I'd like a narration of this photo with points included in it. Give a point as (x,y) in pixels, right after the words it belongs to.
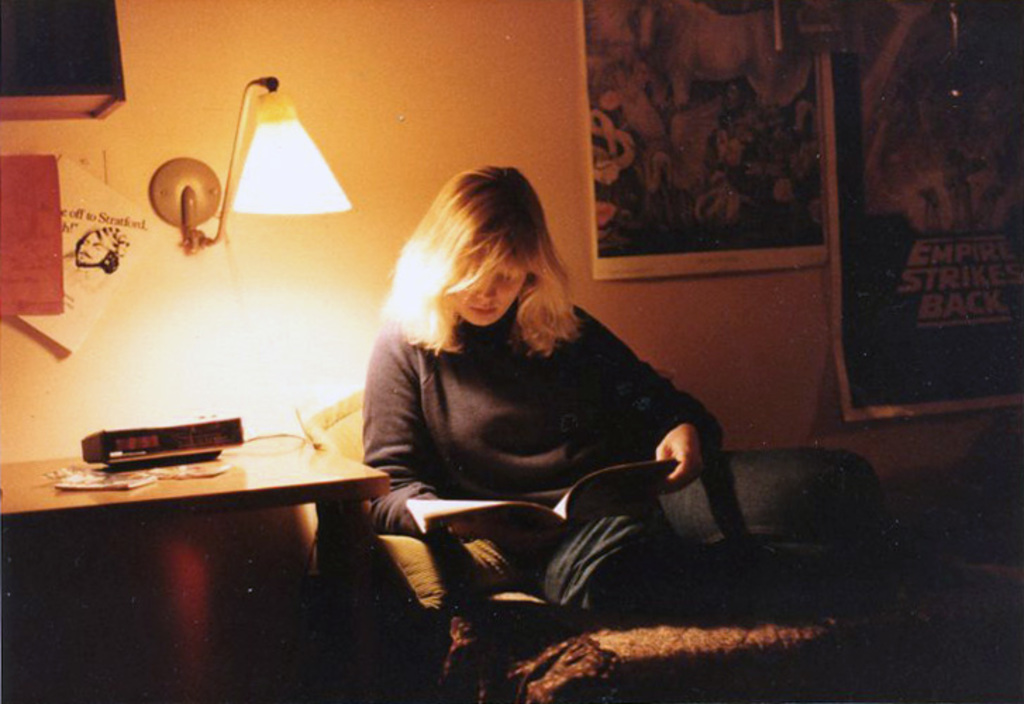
In this picture there is a woman (425,427) reading the book (640,497) and onto her left this a lamp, they have some posters (793,234) on the wall (973,446).
